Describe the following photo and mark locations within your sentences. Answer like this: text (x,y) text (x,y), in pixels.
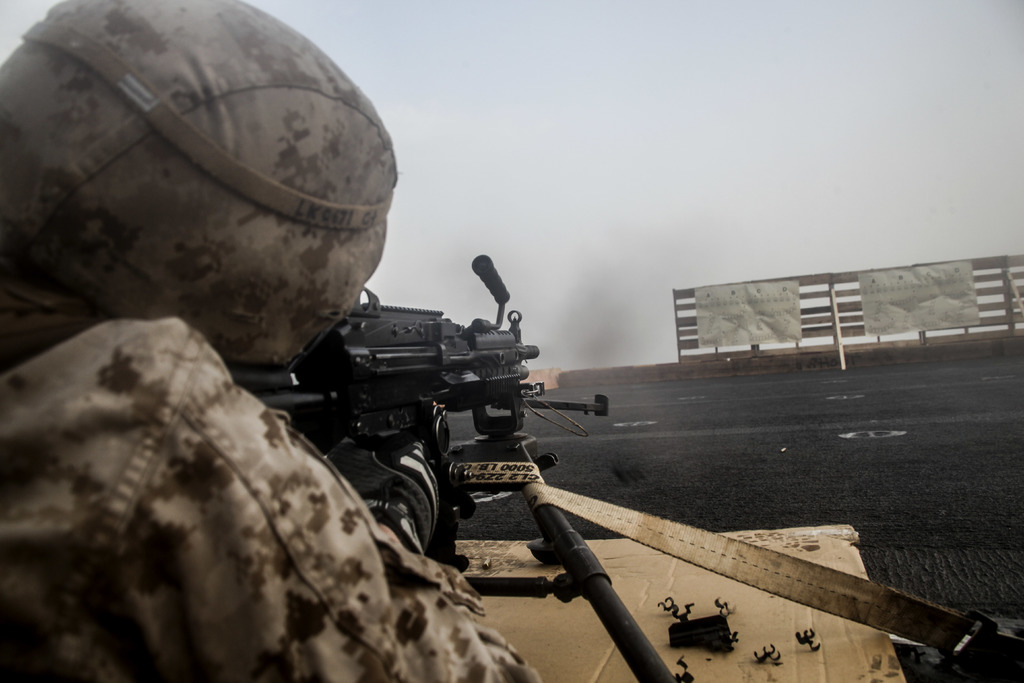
In the image in the center (361,394), we can see one person (321,575) holding some object (340,425). In the background (850,270), we can see the sky (531,265), clouds (526,223), posters (866,298) and fence (691,296).
